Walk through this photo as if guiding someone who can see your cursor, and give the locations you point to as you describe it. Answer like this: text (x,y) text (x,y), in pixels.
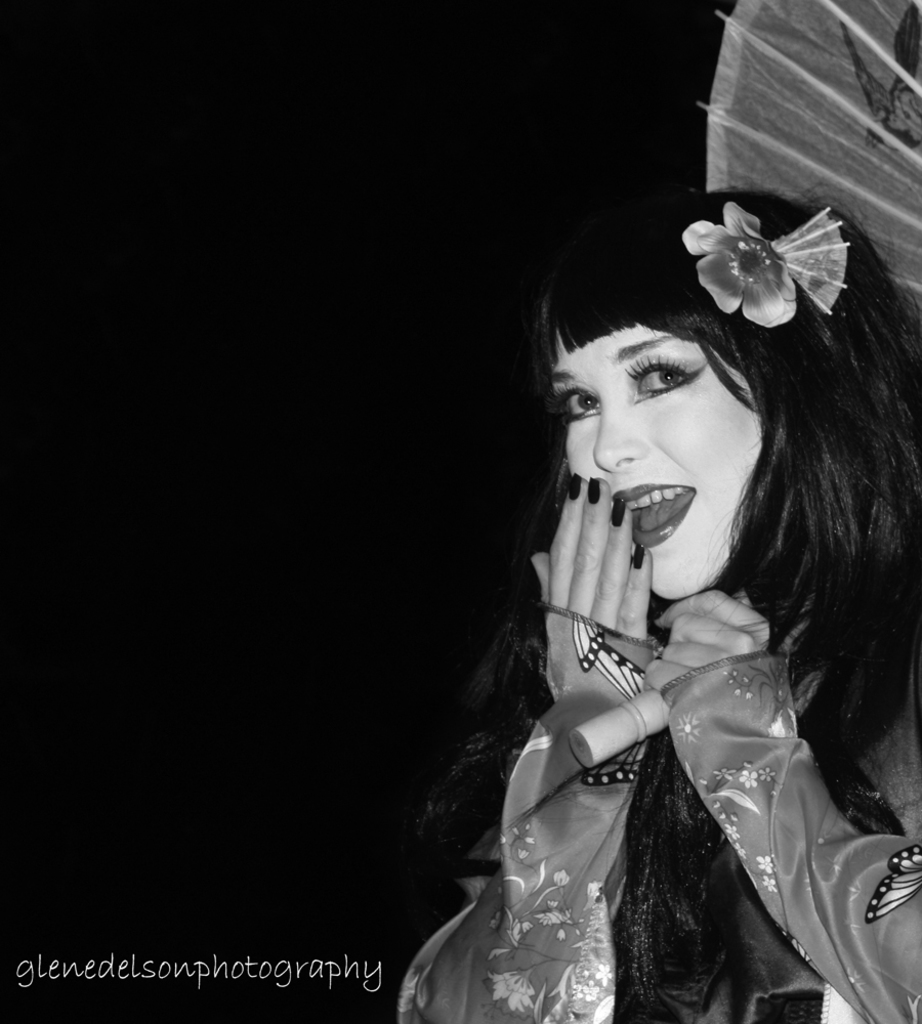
This is an edited picture. On the right (821,484) there is a woman (816,381) in a chinese traditional costume (736,768). The background (343,462) is dark.
